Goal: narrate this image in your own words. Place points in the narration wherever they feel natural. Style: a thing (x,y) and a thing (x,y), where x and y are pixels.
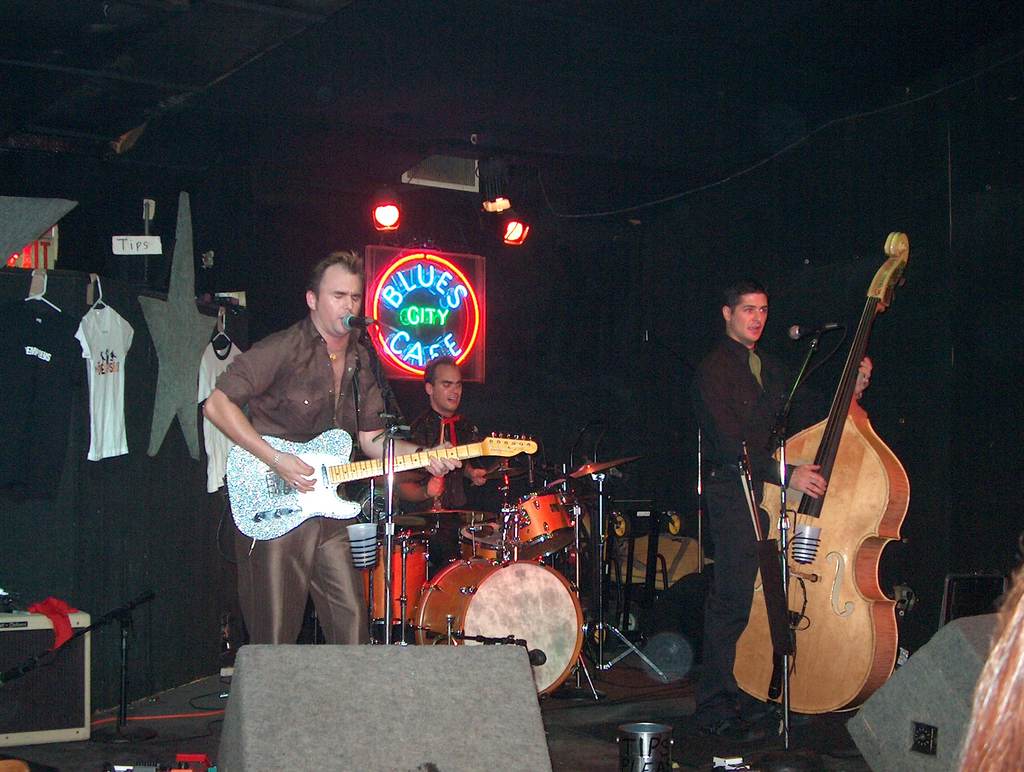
In the center of the image (446,370) there is a man (443,393) playing drums (544,523). There is another man (345,616) next to him playing a guitar (305,455). On the right side (717,641) there is a man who is holding a double bass (854,532). On the roof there are lights (398,221). On the right side (909,702) there is a speaker (936,718). On the left side of the image (100,436) there are shirts (67,390) hanging on a board (200,520).
